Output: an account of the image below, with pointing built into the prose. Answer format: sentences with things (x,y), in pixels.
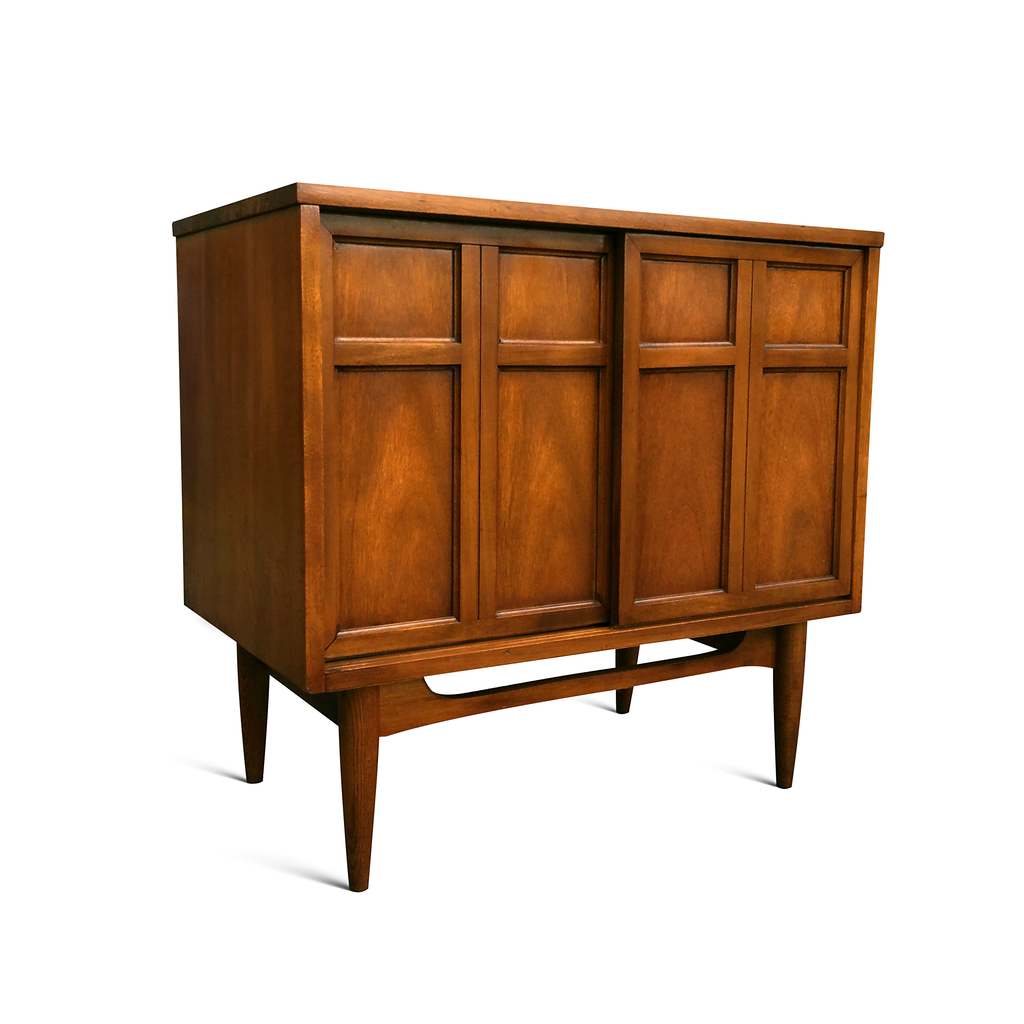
In this image we can see a cupboard (574,620) and the background (628,733) is white.
